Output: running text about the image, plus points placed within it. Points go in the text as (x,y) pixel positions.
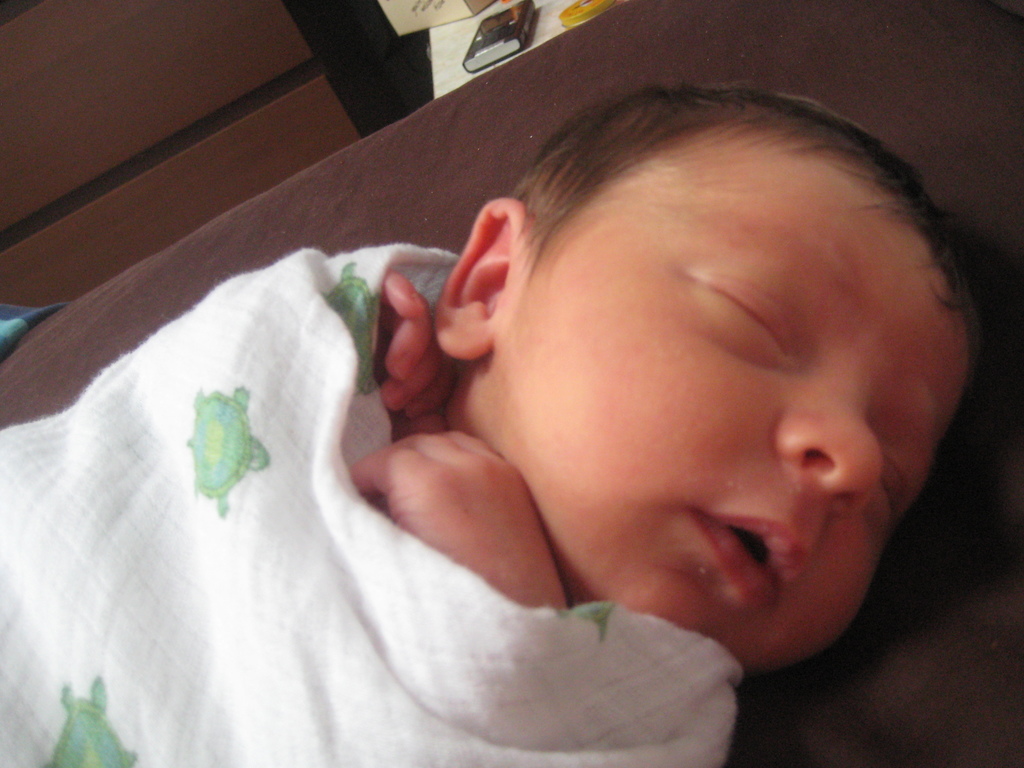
In this image, I can see a baby (508,575) sleeping on a bed (969,477). At the top of the image (475,69), there is a mobile phone (512,27) and two objects (561,17) on a table (451,61).
